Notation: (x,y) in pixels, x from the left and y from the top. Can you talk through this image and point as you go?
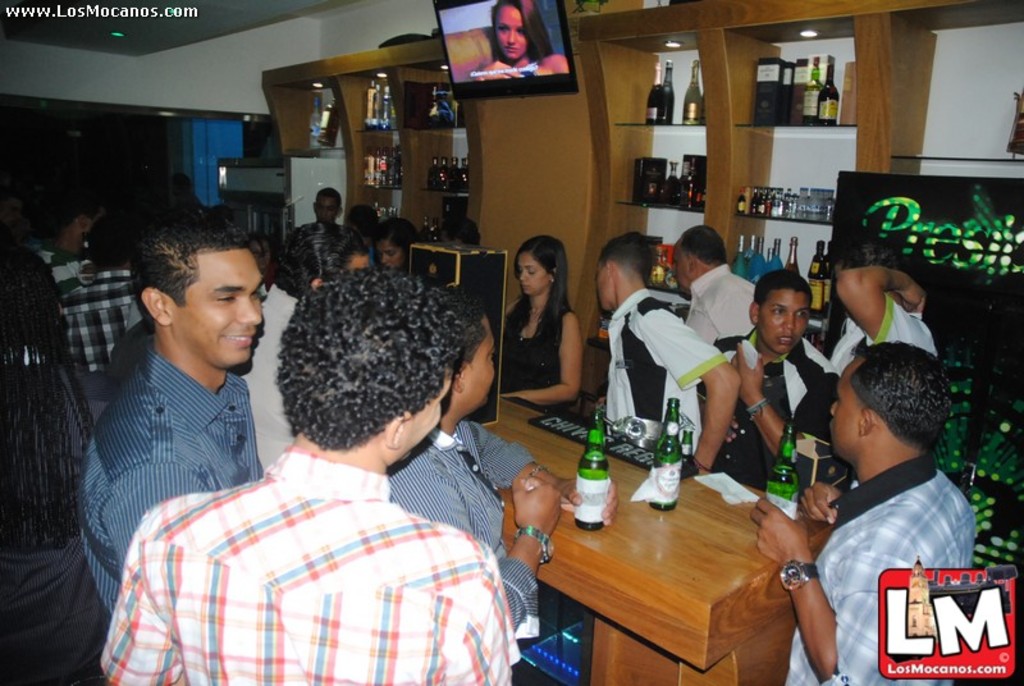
In this image there are many people (875,366) standing. In between them there is a wooden table (615,572). There are bottles (673,434) and a box (477,258) on the table (570,445). The man (809,566) to the right (858,569) is holding a bottle (769,484) in his hand (769,516). Behind them there is a wooden shelf (595,50). There are bottles (740,202) and glasses (816,196) in the shelf (724,192). There is a television (498,46) on the shelf (493,119). At the top (109,32) there are lights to the ceiling (160,32). In the top left (71,12) there is the text (100,5) on the image. In the bottom right (967,619) there is a logo (925,652) on the image.
